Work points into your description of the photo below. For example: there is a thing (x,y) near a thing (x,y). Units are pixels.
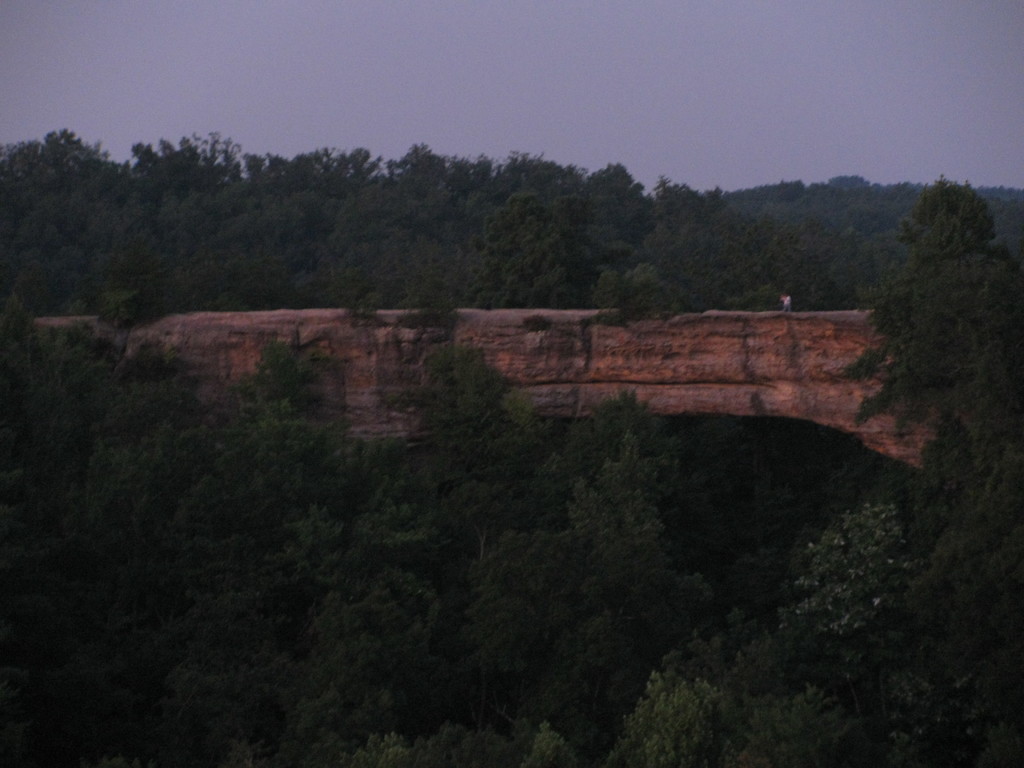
In this picture we can see many trees (5,210). Here we can see mountain (353,428). At the top (784,50) we can see sky (555,25) and clouds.
